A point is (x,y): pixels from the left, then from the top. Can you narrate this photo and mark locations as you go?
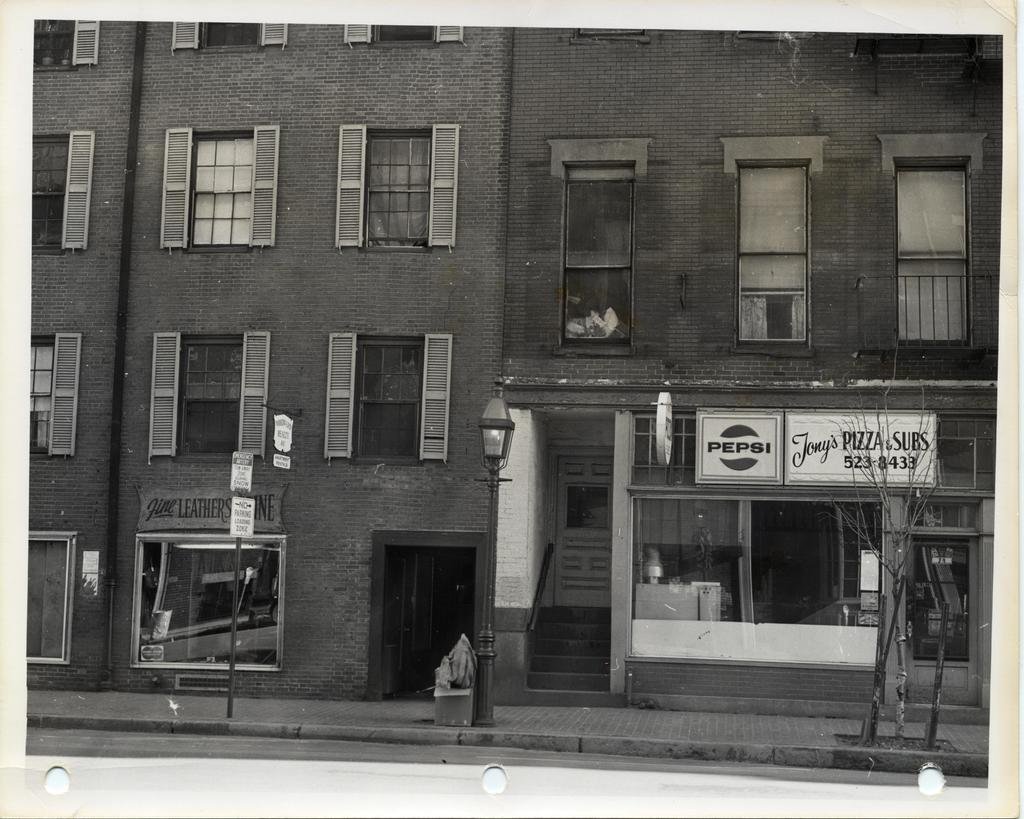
In this image, we can see a building (465,510) and there are some lights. At the bottom (390,719), there is a side way (696,741) and road (185,745).
